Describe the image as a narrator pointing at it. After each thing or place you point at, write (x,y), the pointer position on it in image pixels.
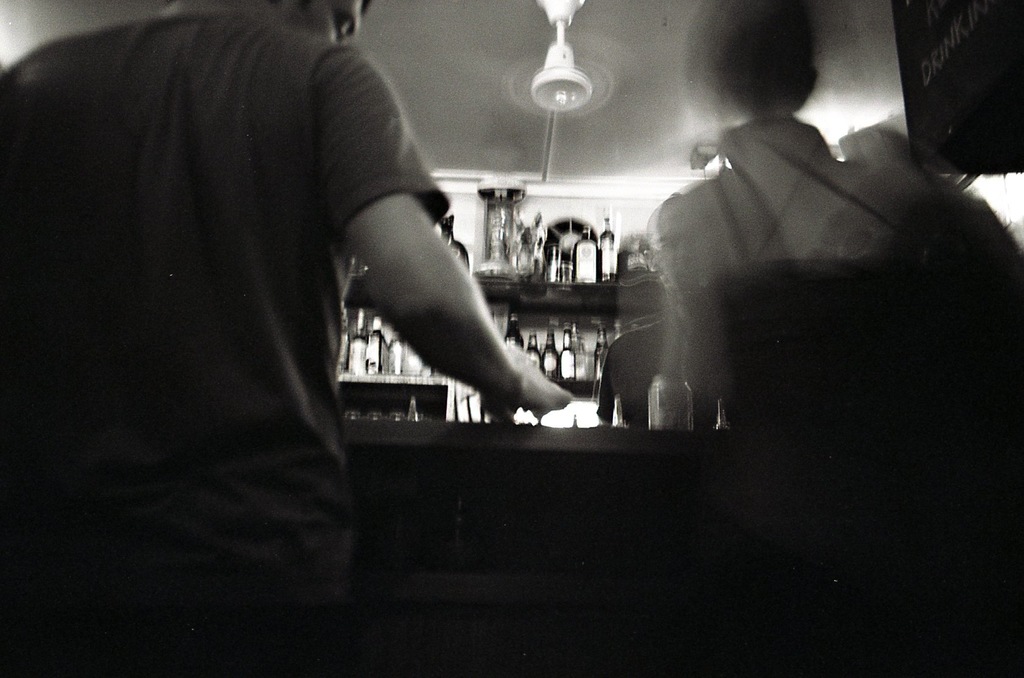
In this image we can see a black and white picture of people (903,357) standing. In the center of the image (656,382) we can see a tin (682,411) placed on the table (599,438) and a group of bottles (361,338) placed on the racks (370,396). On the right side of the image (941,128) we can see a box (996,52) with some text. At the top of the image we can see the ceiling fan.
